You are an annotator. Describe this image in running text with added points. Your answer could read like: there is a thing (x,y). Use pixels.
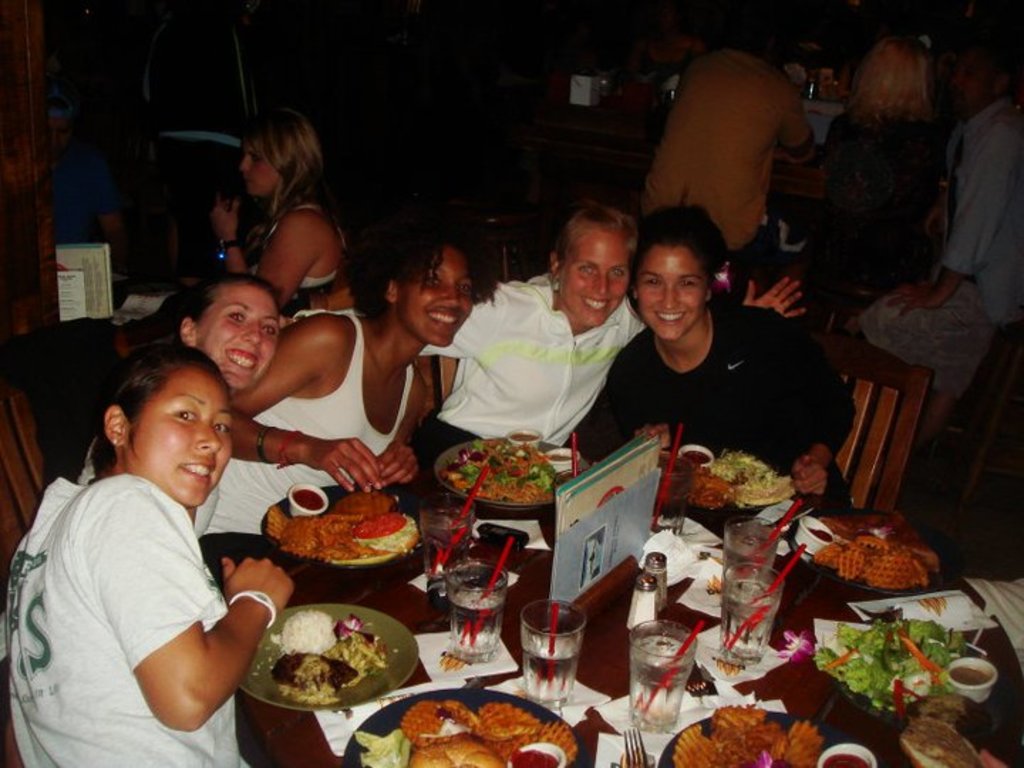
In this image we can see a group of people (212,356) sitting on the chairs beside a table (515,614) containing some food (477,467) in the plates (412,541), glasses (501,623) and straws (479,623) in it, some papers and objects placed on it. On the backside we can see some people (675,171).
